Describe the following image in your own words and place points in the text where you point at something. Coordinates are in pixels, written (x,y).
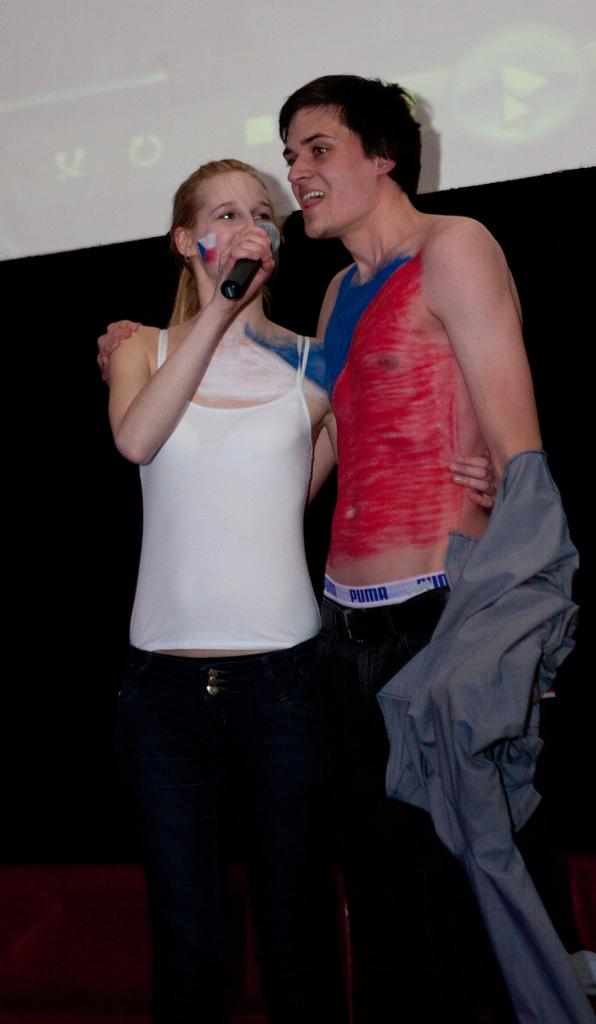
This image is taken indoors. In the middle of the image (230,482) a man (402,444) and a woman (267,614) are standing on the floor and a woman (209,336) is holding a mic (225,291) in her hand (216,296) and a man (350,625) is talking. In the background (184,164) there is a screen (195,74).
